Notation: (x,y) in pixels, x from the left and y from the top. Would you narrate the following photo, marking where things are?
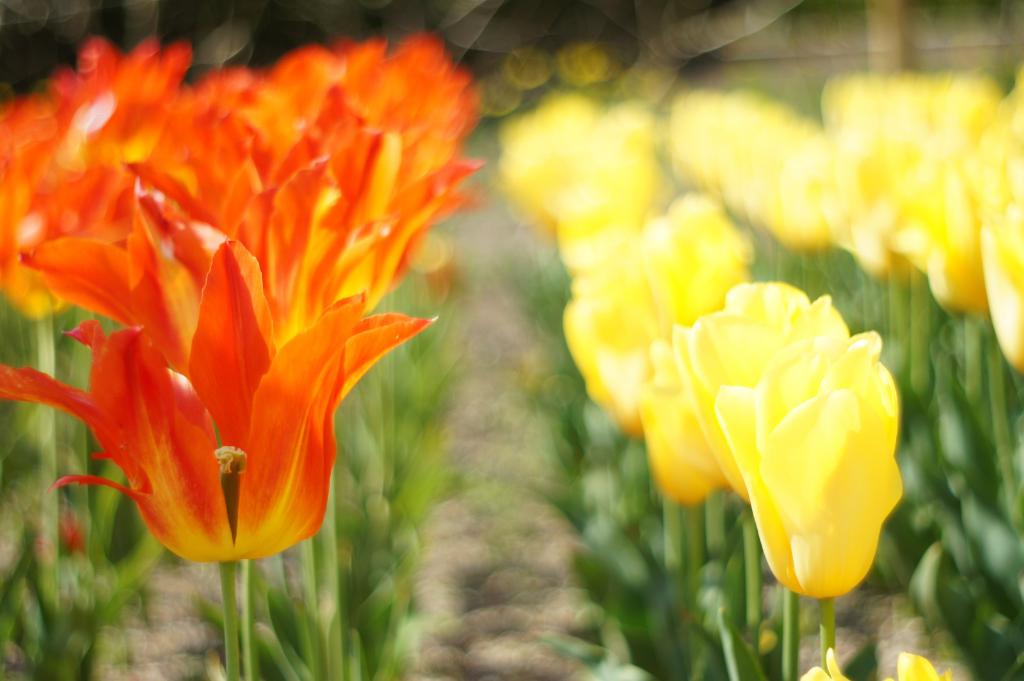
In this picture we can see plants (752,567) and flowers (788,442). In the background of the image (790,84) it is blurry.
